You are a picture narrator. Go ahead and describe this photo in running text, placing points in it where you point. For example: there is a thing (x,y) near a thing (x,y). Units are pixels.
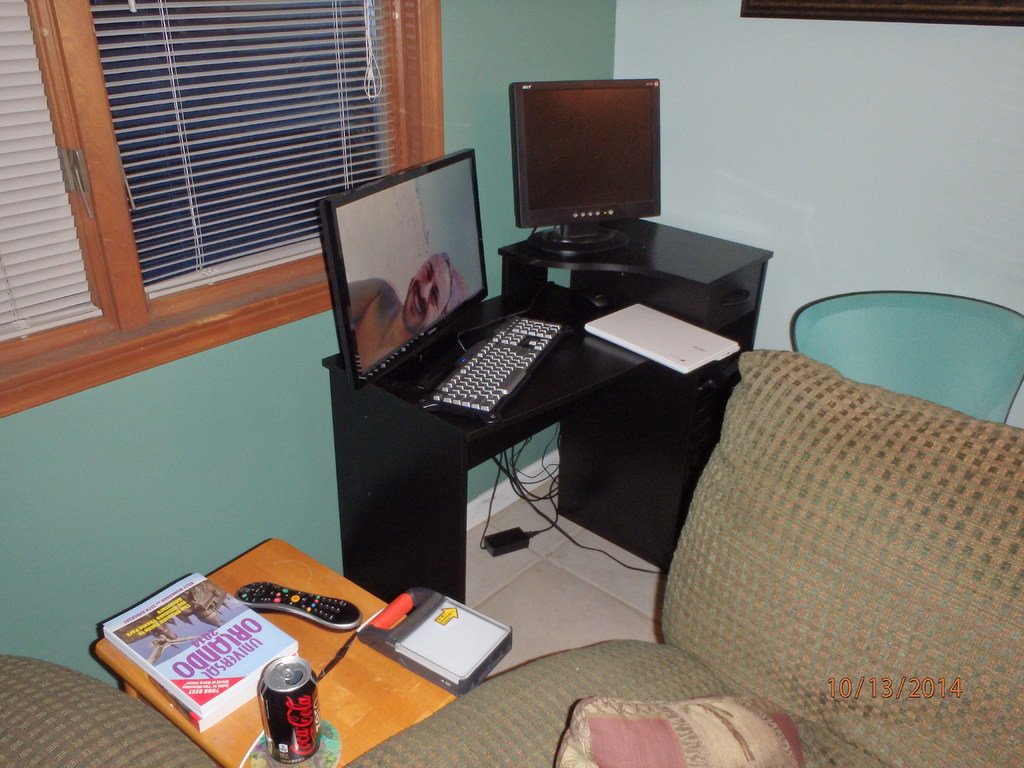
There is a computer (385,209) and a monitor (573,203) placed on the table (528,430). There is a remote (347,604), book (228,630) and tin (292,684) placed on the stool (335,676). There is a sofa (674,673). In the background (776,296) there is a wall (779,118) and a curtain (203,129) here.
